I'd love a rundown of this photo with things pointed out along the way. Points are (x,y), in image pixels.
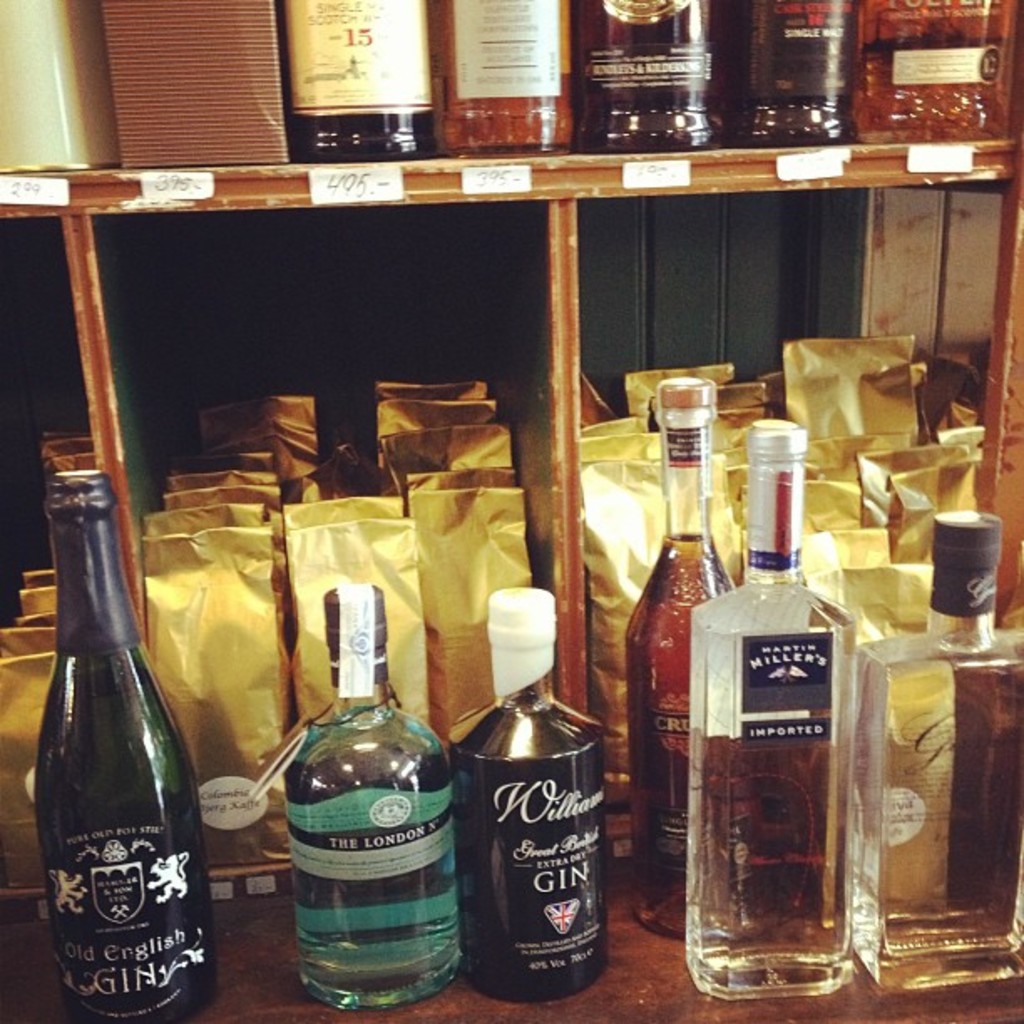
In this image there are a group of bottles (713,729) all bottles (644,765) are filled with drink (676,798) and on the top (512,97) there are some bottles (662,74) and in the center (419,413) there are some packets (458,485).
